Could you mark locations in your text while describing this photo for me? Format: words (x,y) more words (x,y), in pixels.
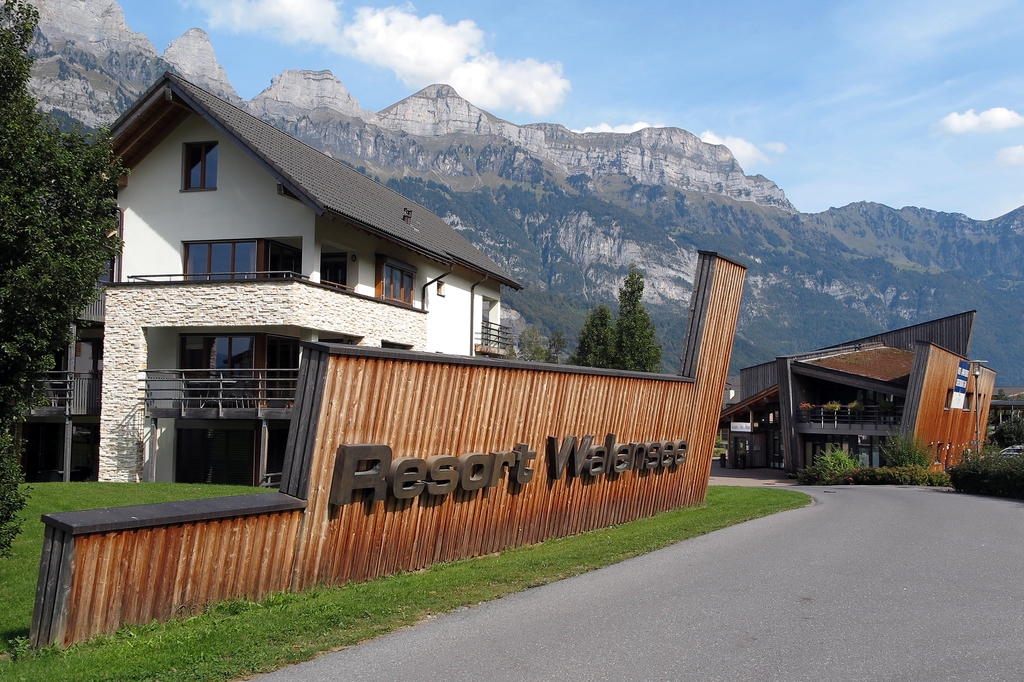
In this picture we can see few buildings (365,292), trees (608,351) and grass (604,541), in the background (594,223) we can see few hills (560,165) and clouds (498,59).
